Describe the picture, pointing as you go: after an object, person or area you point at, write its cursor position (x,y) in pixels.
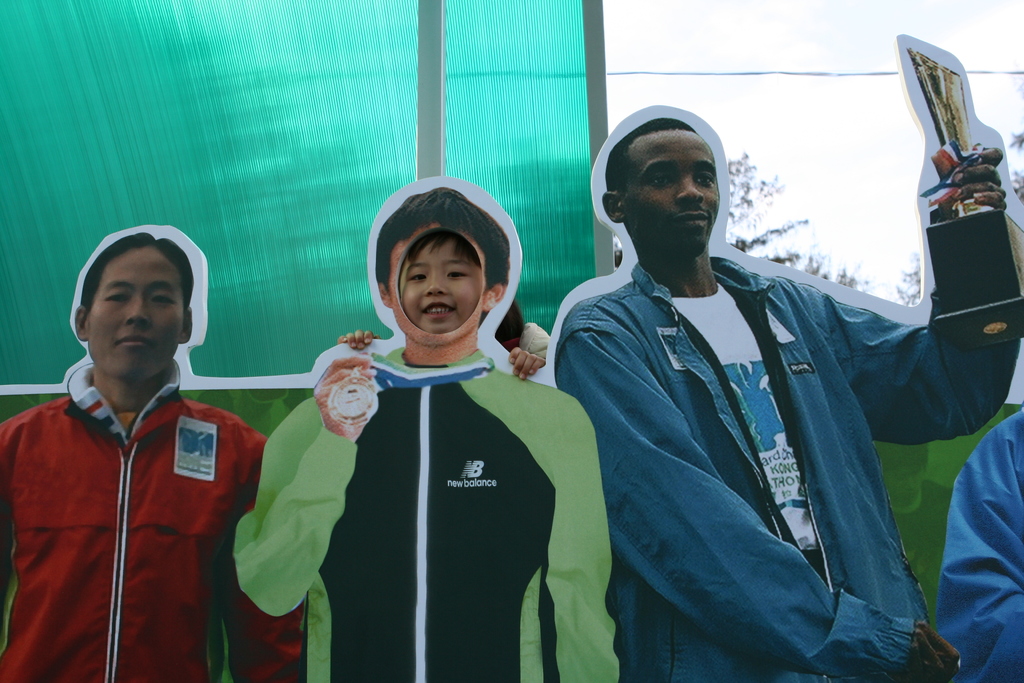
In the image there are few posters (500,441) of the people (615,479). Behind the posters (467,231) there is a green background (304,174). In the right top corner of the image (712,82) there is a sky (710,83) and also there are leaves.
